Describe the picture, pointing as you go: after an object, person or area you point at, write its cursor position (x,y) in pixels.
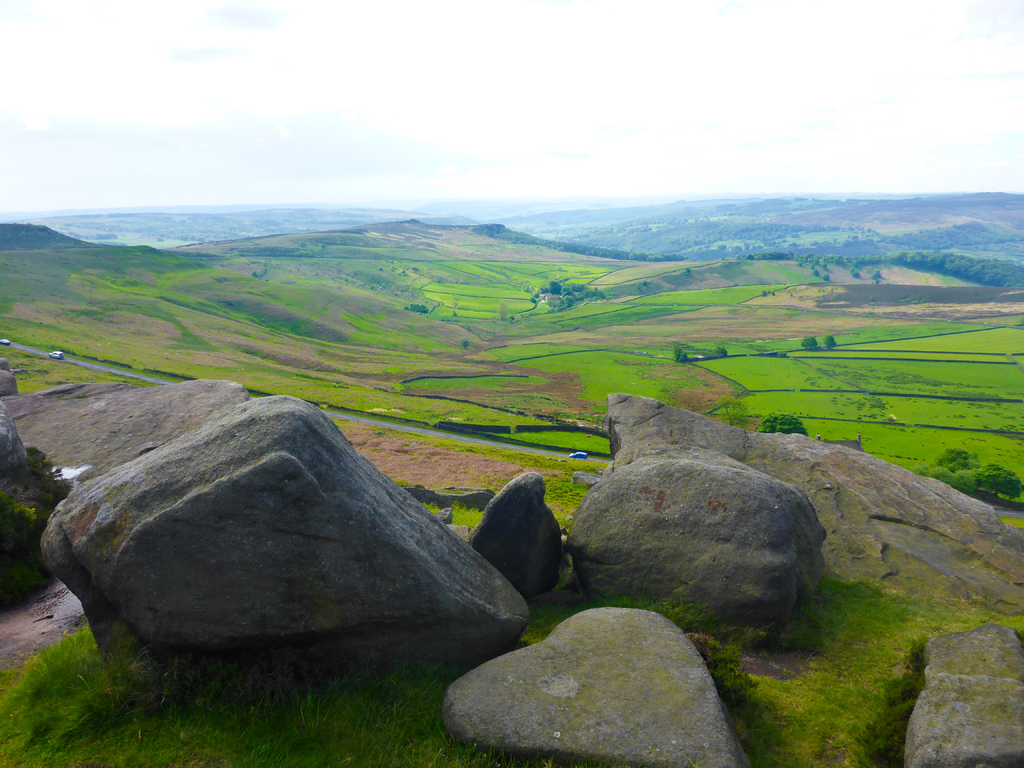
This image is clicked outside. At the bottom (453,598), there are rocks (322,532). In the front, there are mountains (735,298) covered with the grass (537,385). At the top (602,128), there are clouds (493,148) in the sky (483,173).
